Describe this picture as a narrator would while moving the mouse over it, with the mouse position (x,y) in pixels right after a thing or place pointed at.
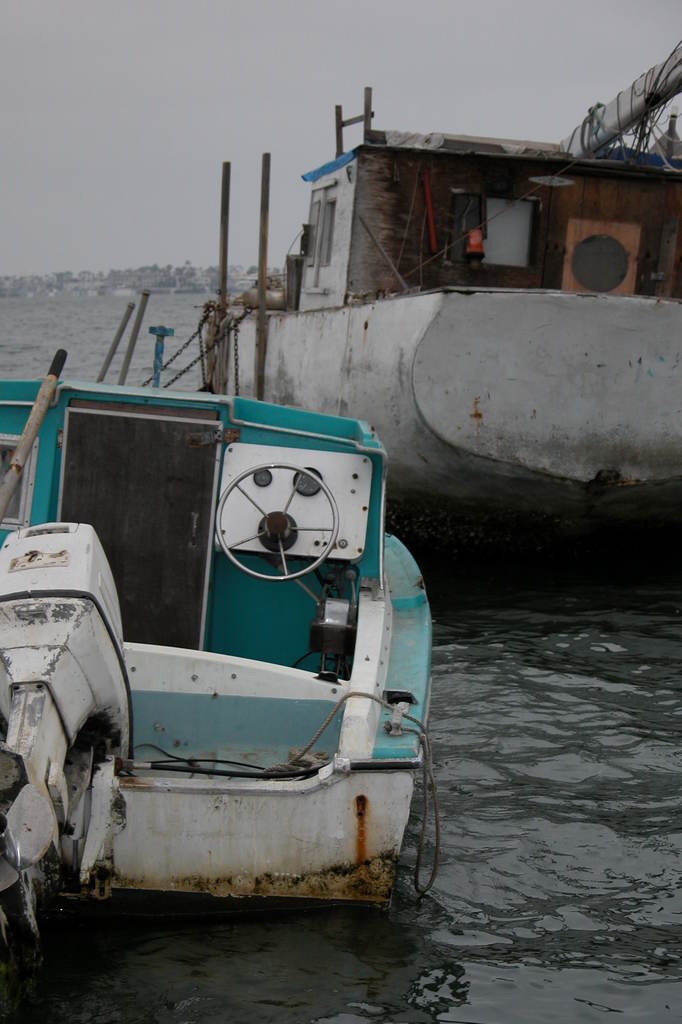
In this image there are two boats (333,551) in the water (603,771). On the left side (169,515) there is a boat (188,691) to which there is a steering (262,543). At the bottom left side (44,820) there is a motor (40,759). On the right side (490,240) top there is a house (442,244) in the boat (488,323). In the background (16,279) there are buildings (111,277). At the top (167,154) there is the sky (153,89). On the right side (620,95) top there are ropes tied to the pole (615,103).
